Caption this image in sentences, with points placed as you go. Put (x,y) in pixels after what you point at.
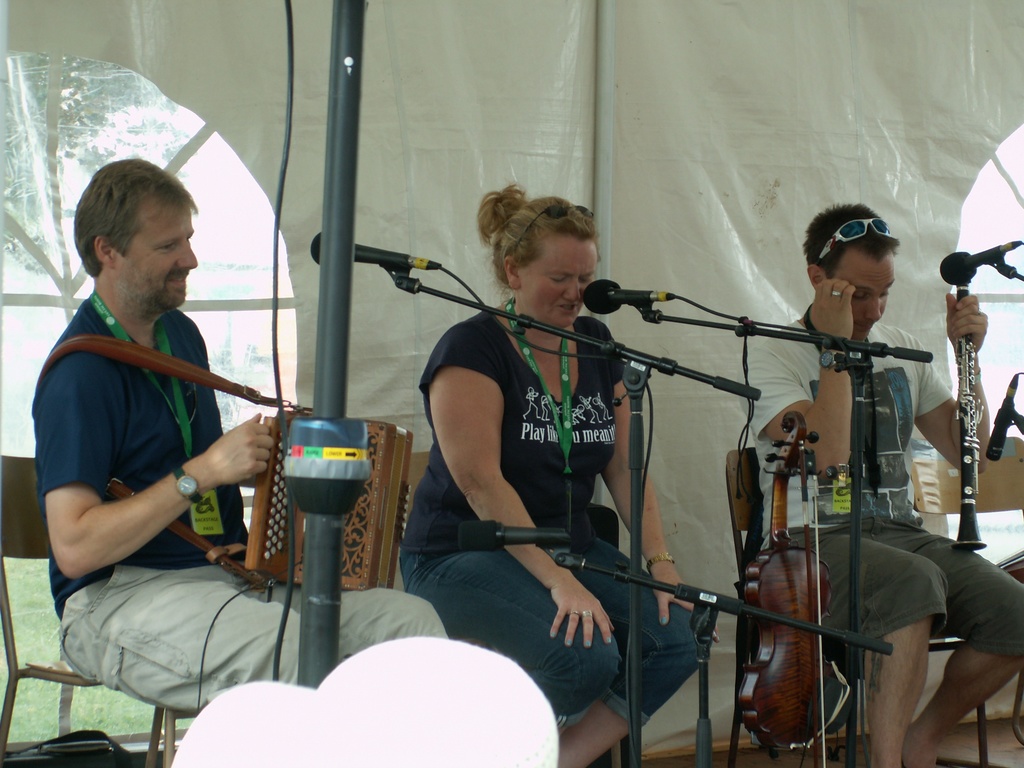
In this image, we can see three people (608,689) sitting on the chairs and a person (154,177) on the left side (55,408) and a person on the right side (965,647) holding some musical instruments (348,542) and in the foreground (307,508) we can see the pole (327,512) and some mikes (636,295).
